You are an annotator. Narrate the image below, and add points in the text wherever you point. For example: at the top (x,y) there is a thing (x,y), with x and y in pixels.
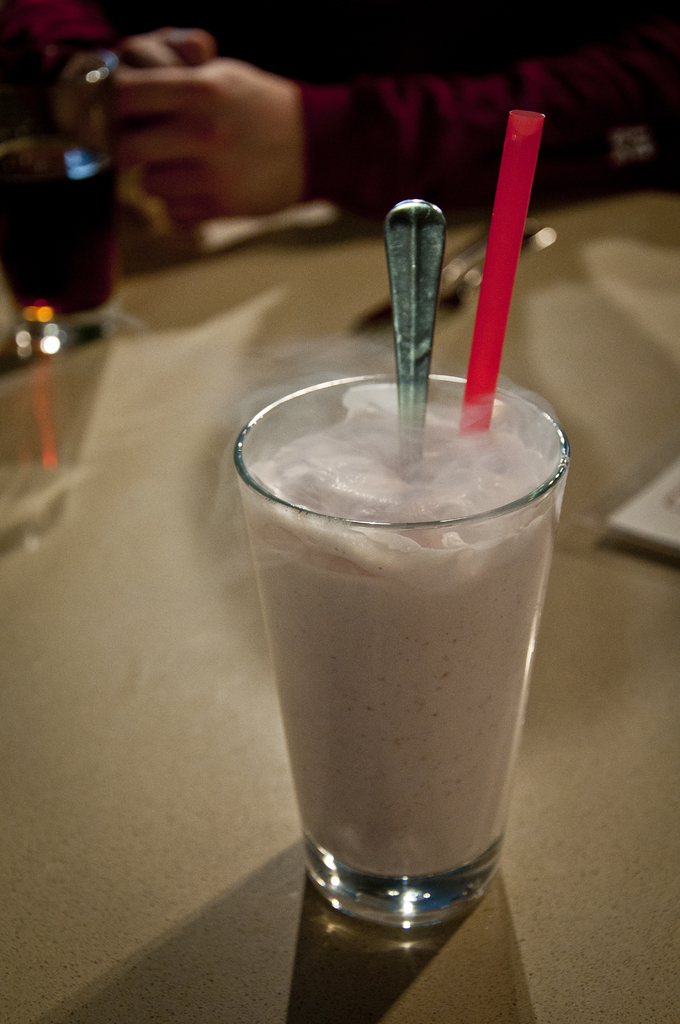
In this image there are two glasses (479,663), spoons (423,375) and a plate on the table (652,357) in which there is some drink (73,246) in one of the glasses (329,596) and some food item (350,573), a spoon (419,409) and a straw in another glass (341,568), there is a person (275,114) around the table (550,209).
